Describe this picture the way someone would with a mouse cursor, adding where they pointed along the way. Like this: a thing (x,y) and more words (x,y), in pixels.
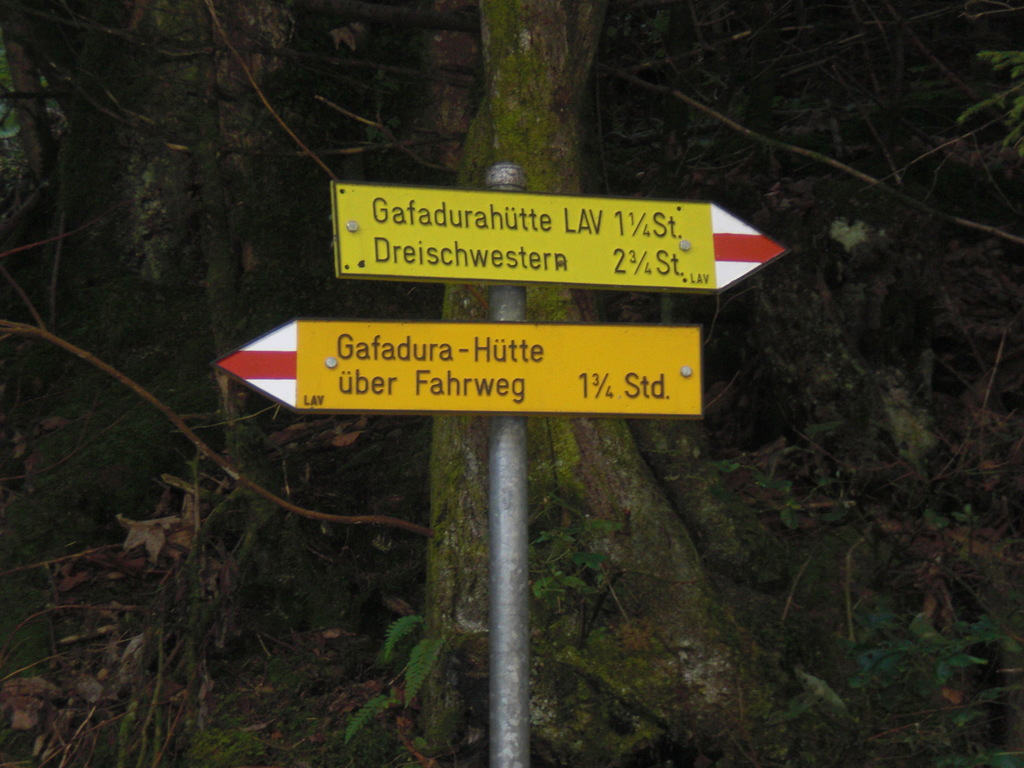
In the image we can see the pole (499,543) and on the pole (492,503) there are two boards (488,394) and we can see the text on the board (544,237). Here we can see the leaves (392,643) and wooden sticks (377,125).
